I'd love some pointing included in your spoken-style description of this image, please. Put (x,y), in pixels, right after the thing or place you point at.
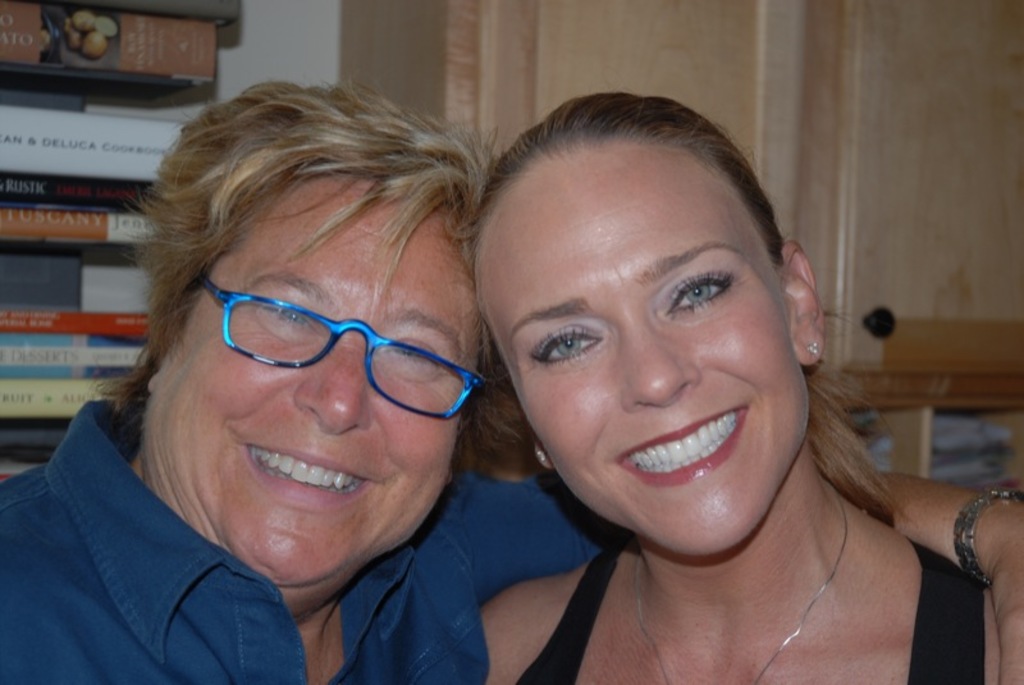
2 Women (719,540) are smiling, on the left side (113,130) there are books (68,147) in the shelf (61,153).
